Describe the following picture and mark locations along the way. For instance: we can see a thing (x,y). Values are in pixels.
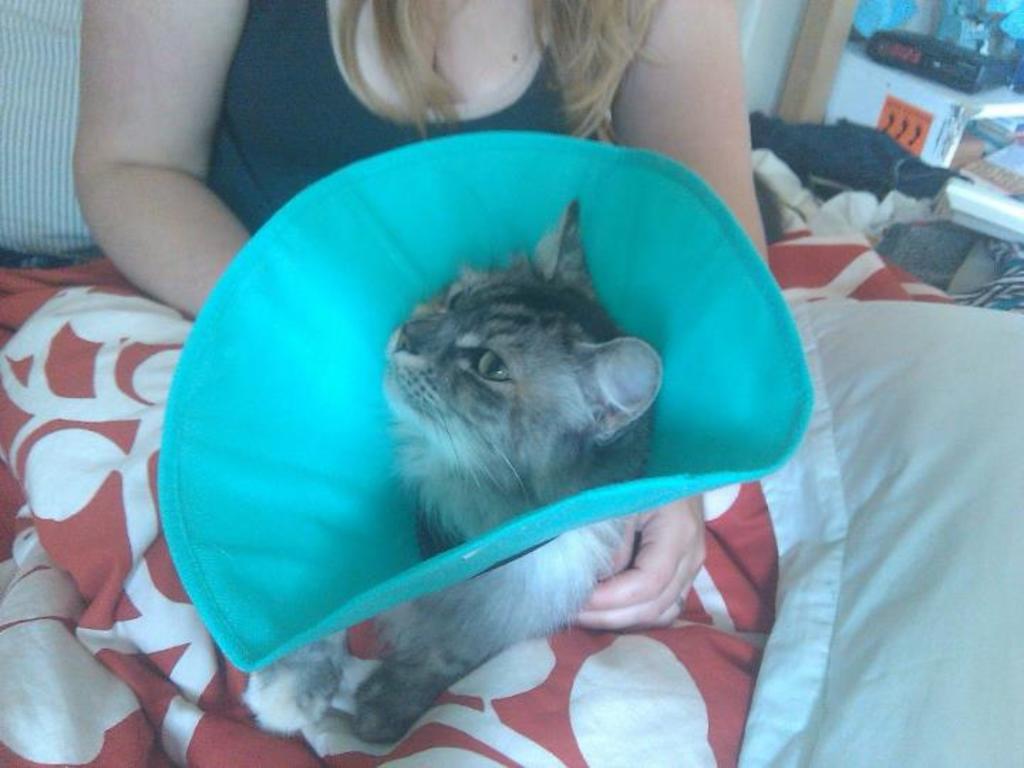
in this image i can see a cat (491,393). behind her there is a person (253,119) in black dress (305,132). at the right side (860,541) there is a pillow (924,526).
